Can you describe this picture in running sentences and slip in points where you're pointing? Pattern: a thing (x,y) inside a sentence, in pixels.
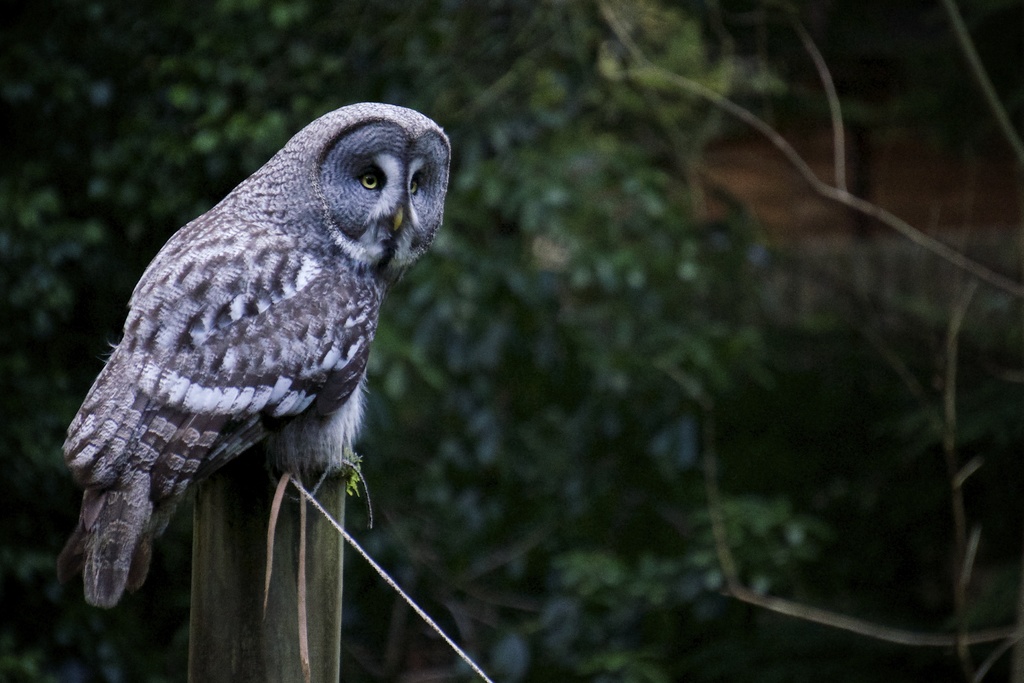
In the picture I can see an owl (409,111) on the wooden pole (312,542). In the background (250,159), I can see the trees (654,51).
